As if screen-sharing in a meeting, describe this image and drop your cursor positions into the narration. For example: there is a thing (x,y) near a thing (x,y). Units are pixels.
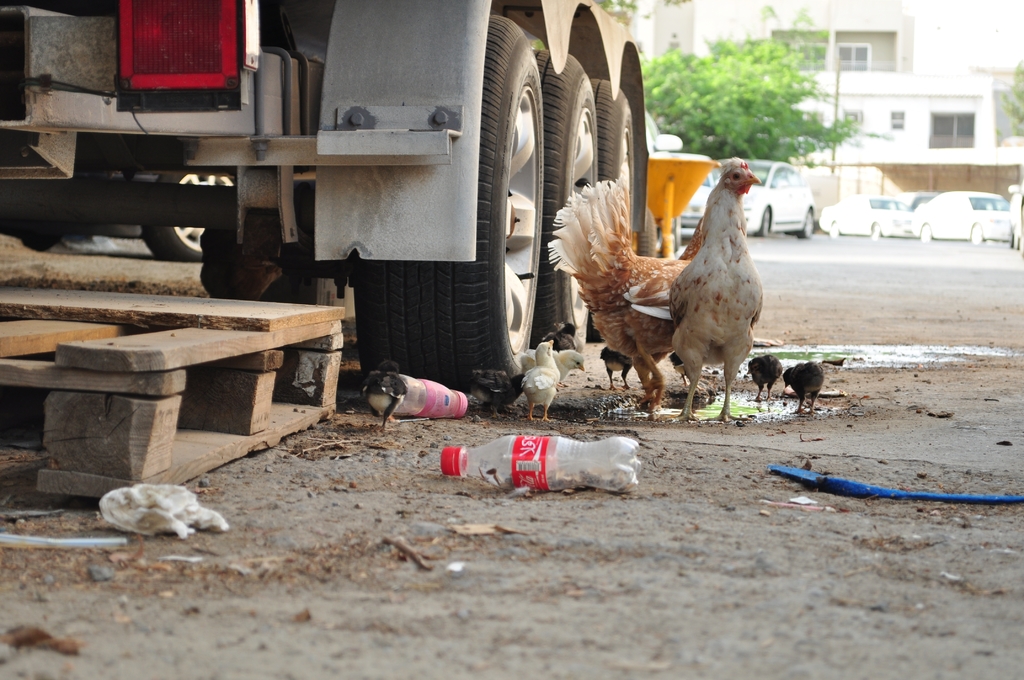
In this image there is hen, chicks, water bottle (554,444), in the road (239,655), truck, car (858,206), tree (810,126), pole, building (820,16), sky (931,27), wooden steps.
